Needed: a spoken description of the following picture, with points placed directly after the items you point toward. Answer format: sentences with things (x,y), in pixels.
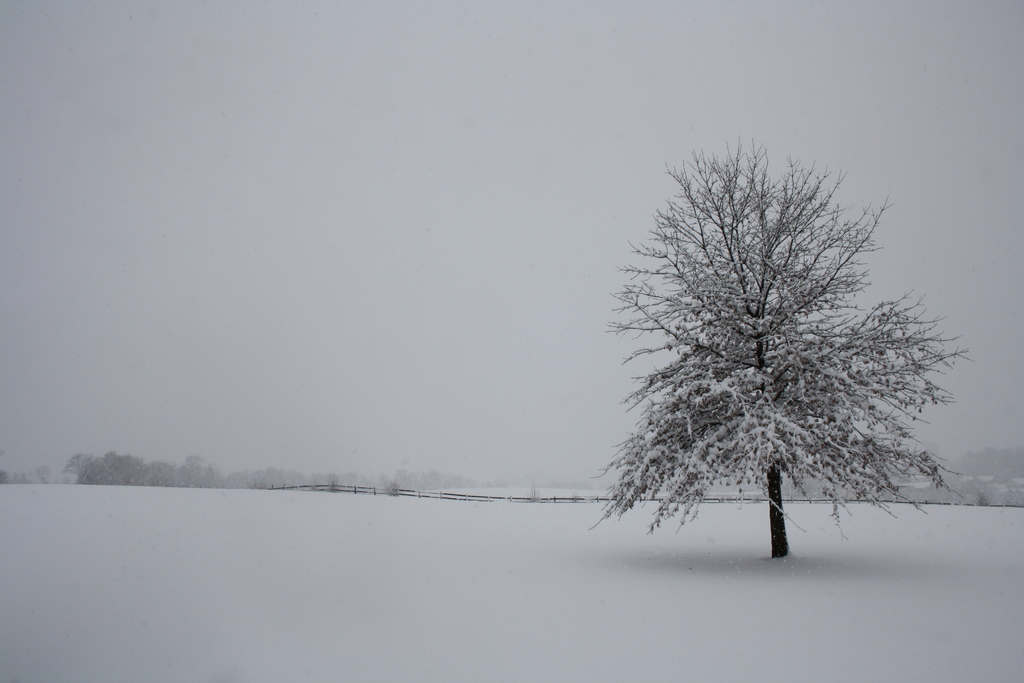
In this image we can see snow (685,560), a tree (628,516), fence (442,496) and the sky (584,193) in the background (579,192).
